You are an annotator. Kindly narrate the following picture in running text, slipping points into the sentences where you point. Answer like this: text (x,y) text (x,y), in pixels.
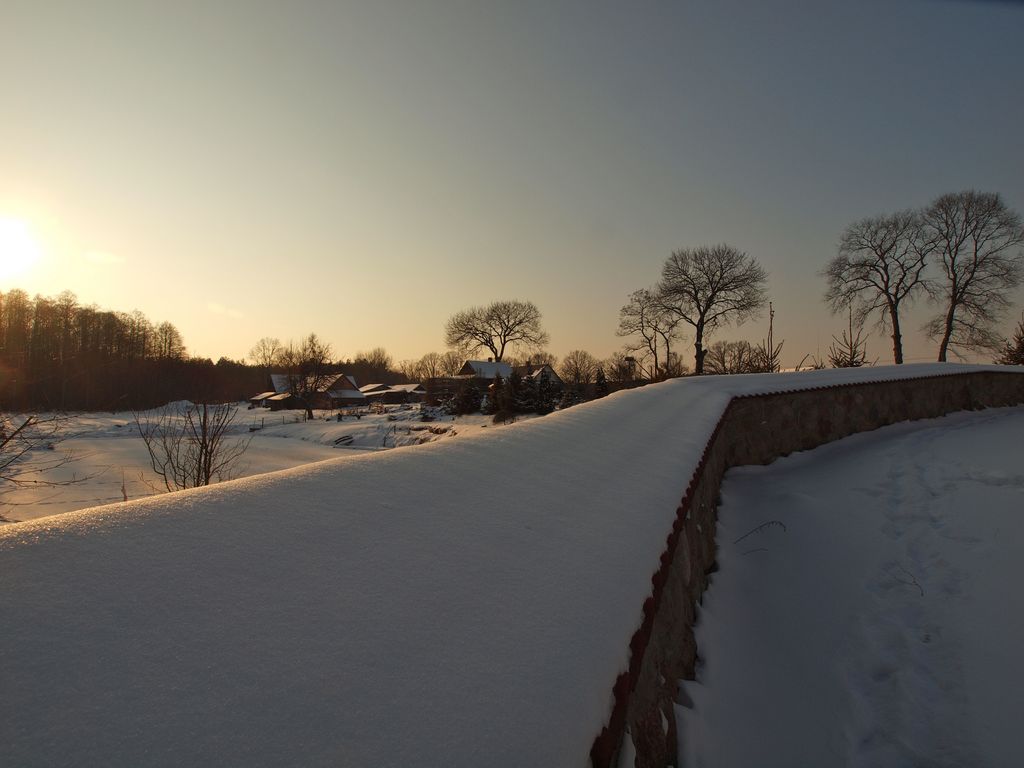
In this image we can see a wall (682,530) covered with the snow (613,542). On the backside (430,267) we can see a group of houses (376,394) with roof (398,386), a group of trees (484,394), the sun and the sky (361,319) which looks clear.
